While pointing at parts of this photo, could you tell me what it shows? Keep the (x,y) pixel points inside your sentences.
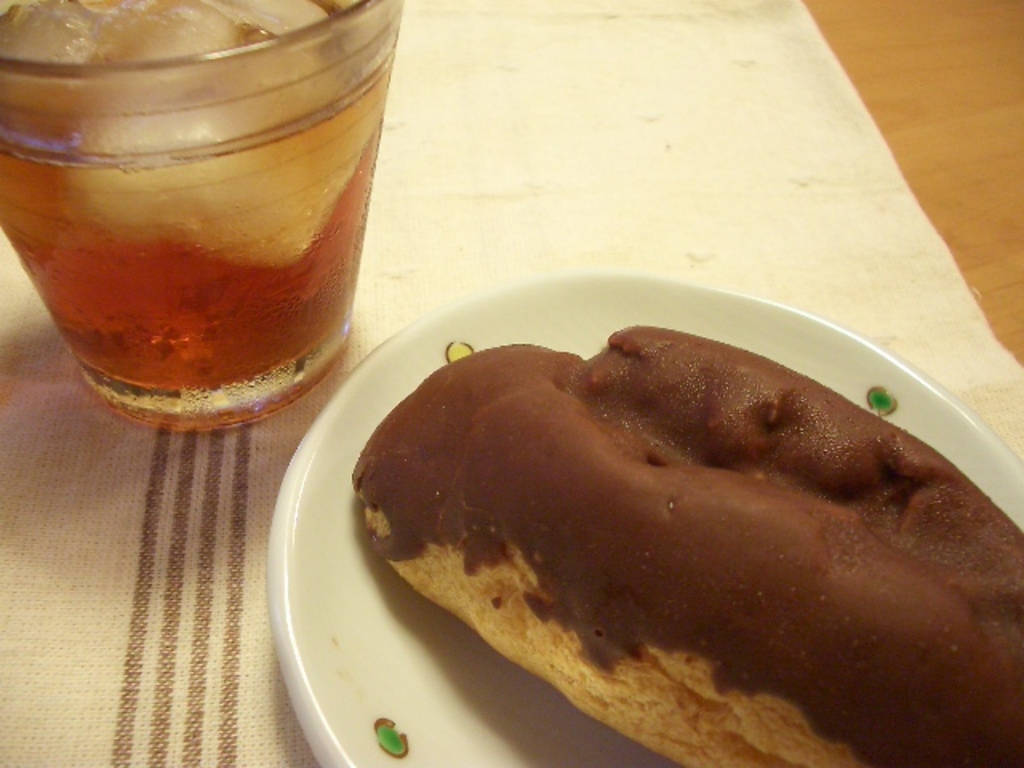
In this picture we can see liquid (102,178) and ice cubes (24,23) in a glass (264,145). We can see a food item (542,608) on a plate (524,718). There is a cloth (467,240) visible on a wooden object (909,71).
